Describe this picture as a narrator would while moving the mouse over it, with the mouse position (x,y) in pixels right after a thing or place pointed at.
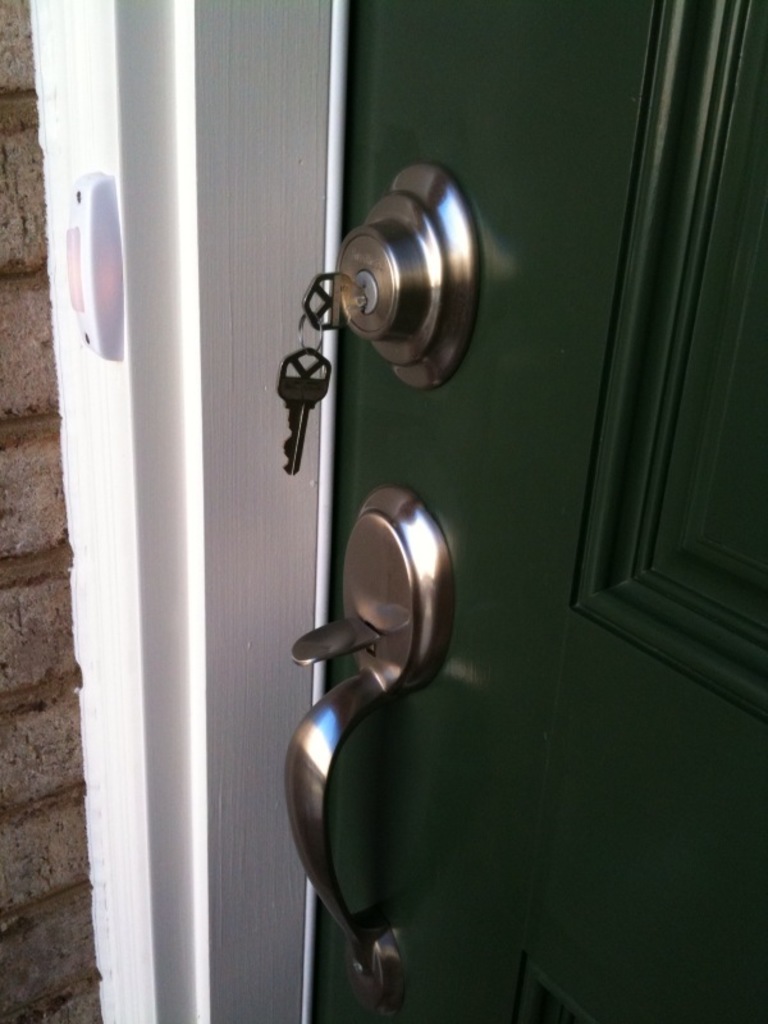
In this picture I can see a door (733,848) and I can see couple keys (322,356).
